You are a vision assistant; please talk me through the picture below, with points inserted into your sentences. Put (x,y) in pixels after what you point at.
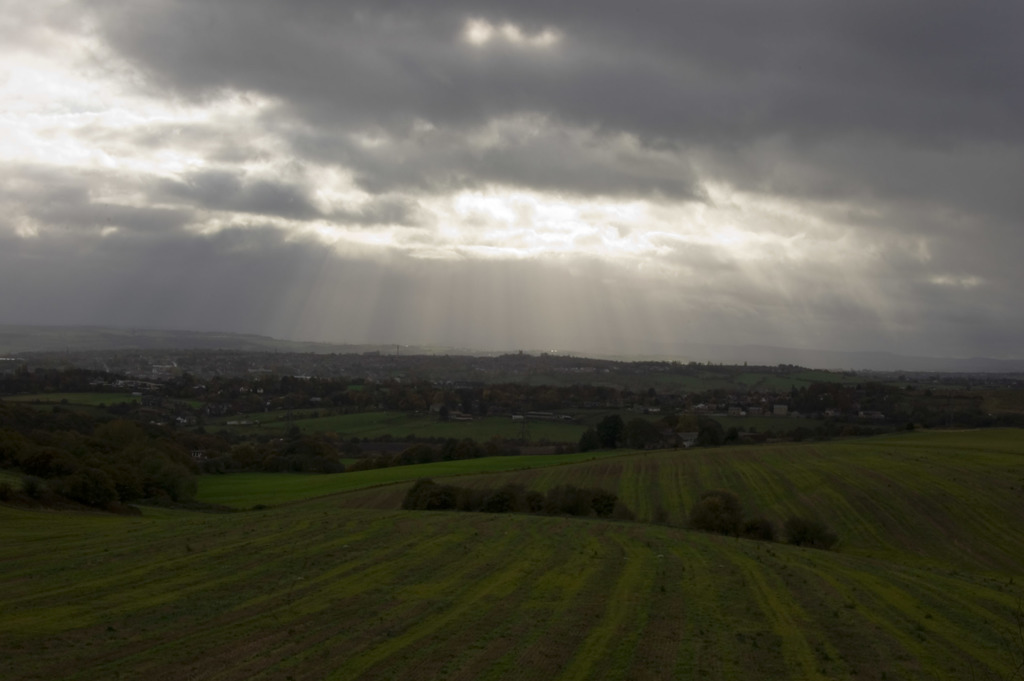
In this image we can see grass (549,582) on the ground (533,541). Also there are trees (696,431). In the background (414,190) there is sky (569,245) with clouds (727,221).
